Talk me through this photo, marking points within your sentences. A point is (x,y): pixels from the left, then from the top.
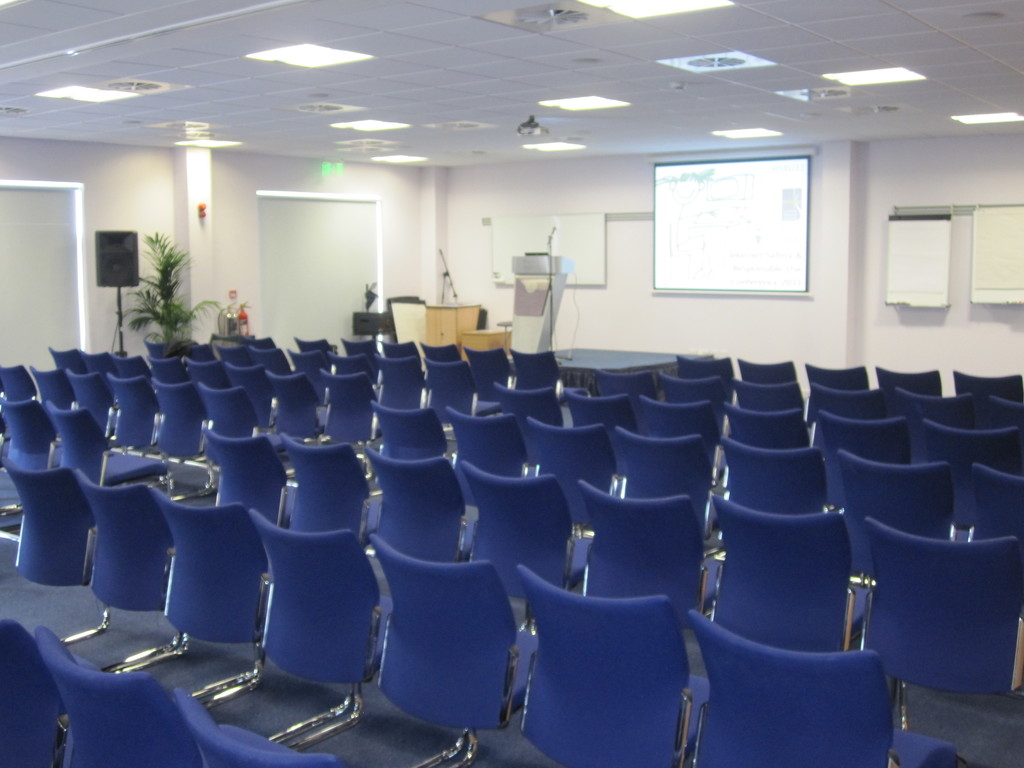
In this image I can see few chairs (184,576) in blue color, background (939,323) I can see a projector screen (677,244), few papers (918,254) attached the wall (95,315), plants (148,294) in green color, few lights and the wall (478,265) is in white color.
